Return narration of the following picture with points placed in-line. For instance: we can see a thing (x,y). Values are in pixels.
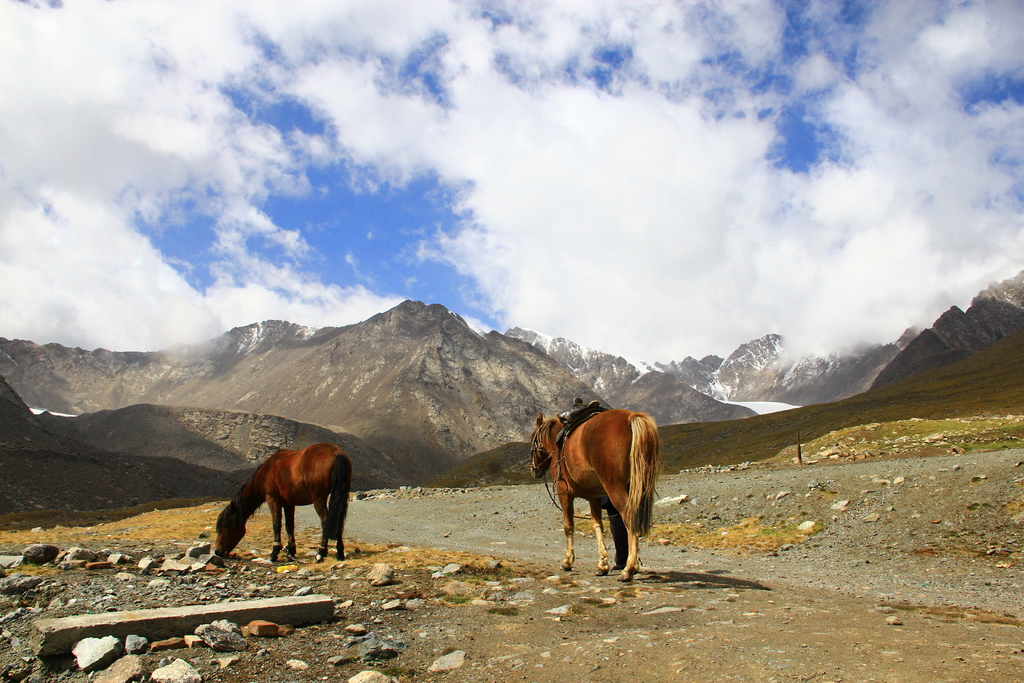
In this image, we can see two horse (568,566) are standing on the ground (510,599). Here we can see few stones (49,582), grass (759,530), pillar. Background (89,433) there are so many mountains (355,450). Top of the image (458,173), there is a cloudy sky (390,208).
